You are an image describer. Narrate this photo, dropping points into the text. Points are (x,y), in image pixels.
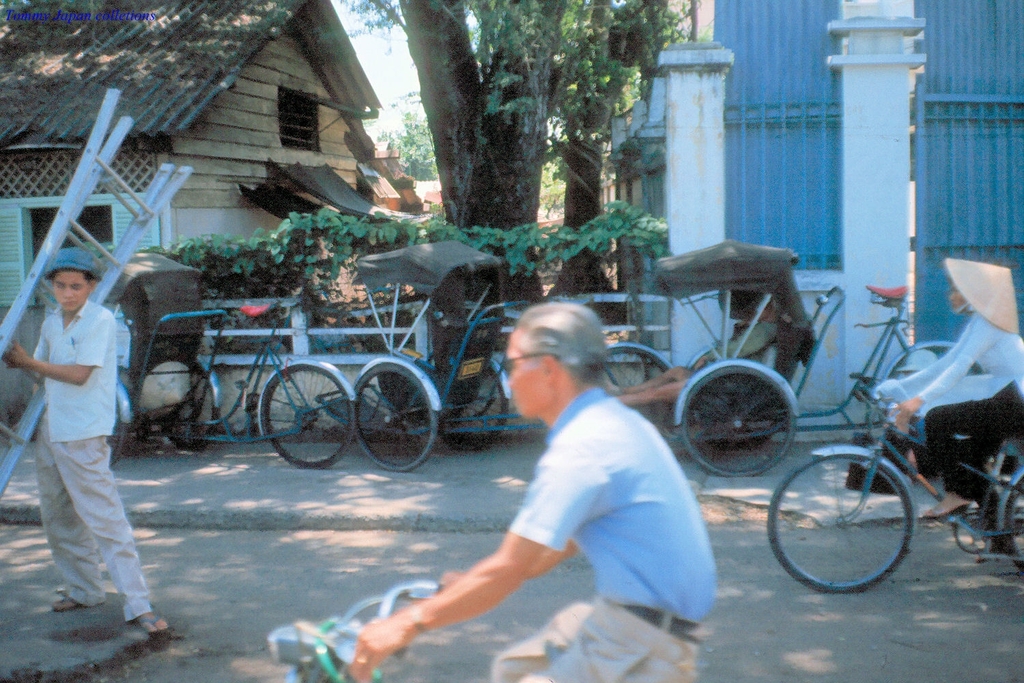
In this picture there are two persons (603,531) riding bicycle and there is a person (99,469) standing and holding the ladder (114,262). At the back (496,131) there are buildings (17,136), trees (519,227) and there are vehicles (198,361). At the top (356,36) there is sky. At the bottom (274,615) there is a road (275,617).
